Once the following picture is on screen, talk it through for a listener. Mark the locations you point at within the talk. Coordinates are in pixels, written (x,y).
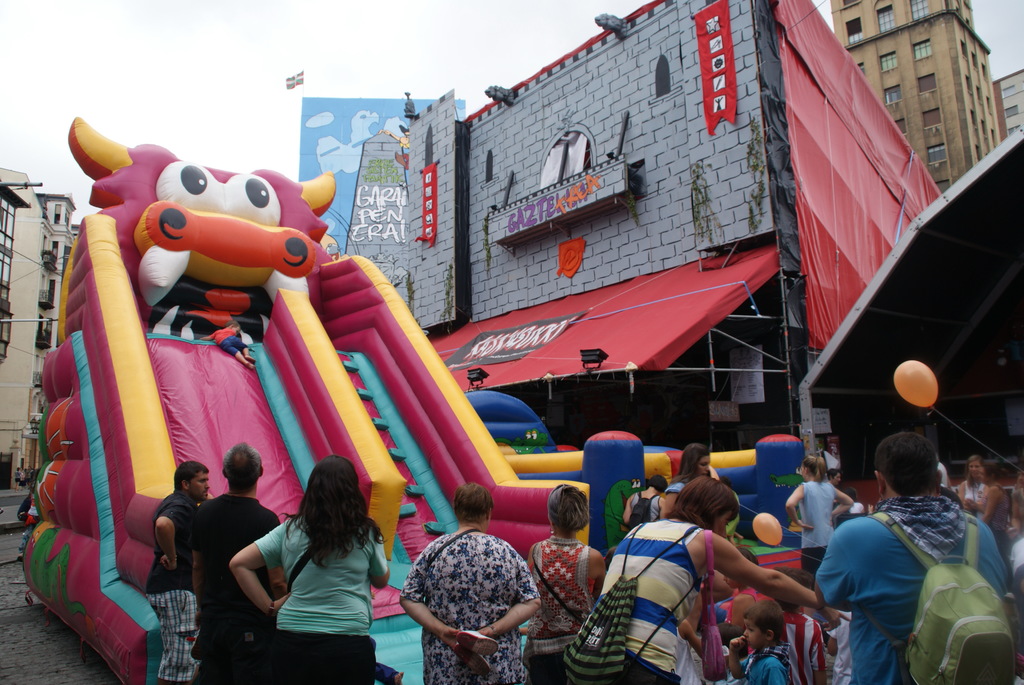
In this image I see a bouncy castle (315,378) over here which is colorful and I see number of people (621,573) and I see 2 balloons (775,529) which are of orange in color and I see the path (15,660). In the background (906,129) I see number of buildings (726,180) and I see words (390,209) written over here and I see the sky (246,9).
